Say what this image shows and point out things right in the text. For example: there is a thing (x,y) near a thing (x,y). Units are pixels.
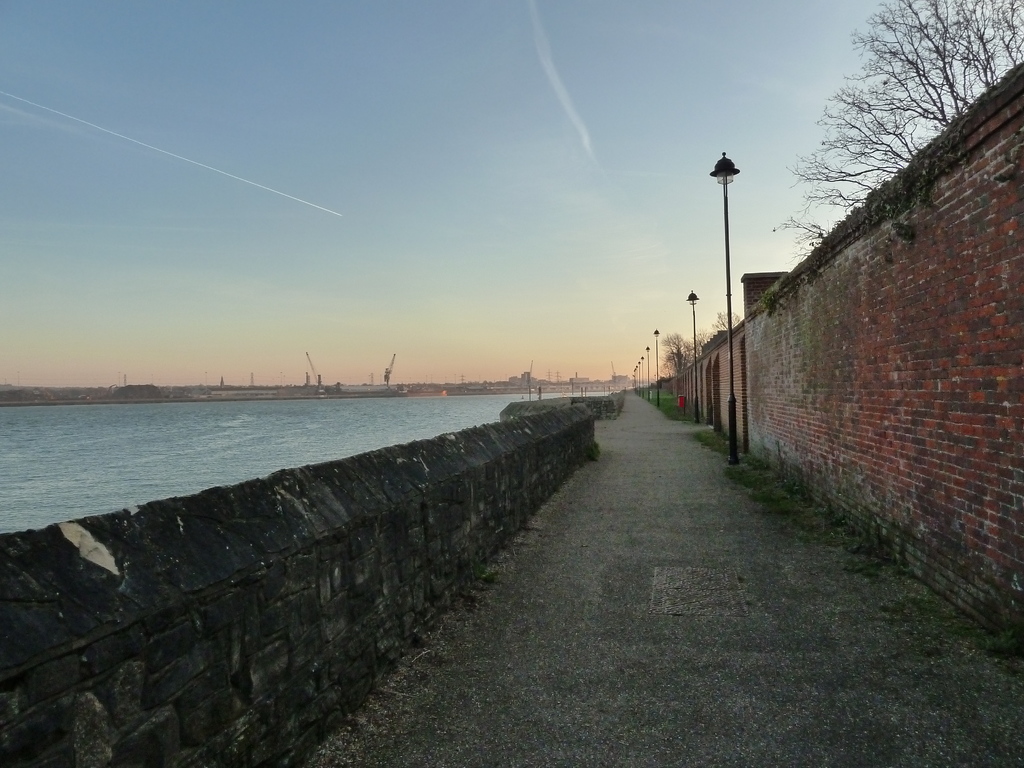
At the bottom of the image (607,634) there is road (616,522). On the left side of the image (230,583) there is a fencing wall (277,495). Behind the wall (328,476) there is water (345,449). And on the right side of the image (936,281) there is a brick wall (815,425). And also there are poles (724,190) with lamps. Behind the wall (888,286) there is a tree (920,64). At the top of the image (632,99) there is sky (483,260).
